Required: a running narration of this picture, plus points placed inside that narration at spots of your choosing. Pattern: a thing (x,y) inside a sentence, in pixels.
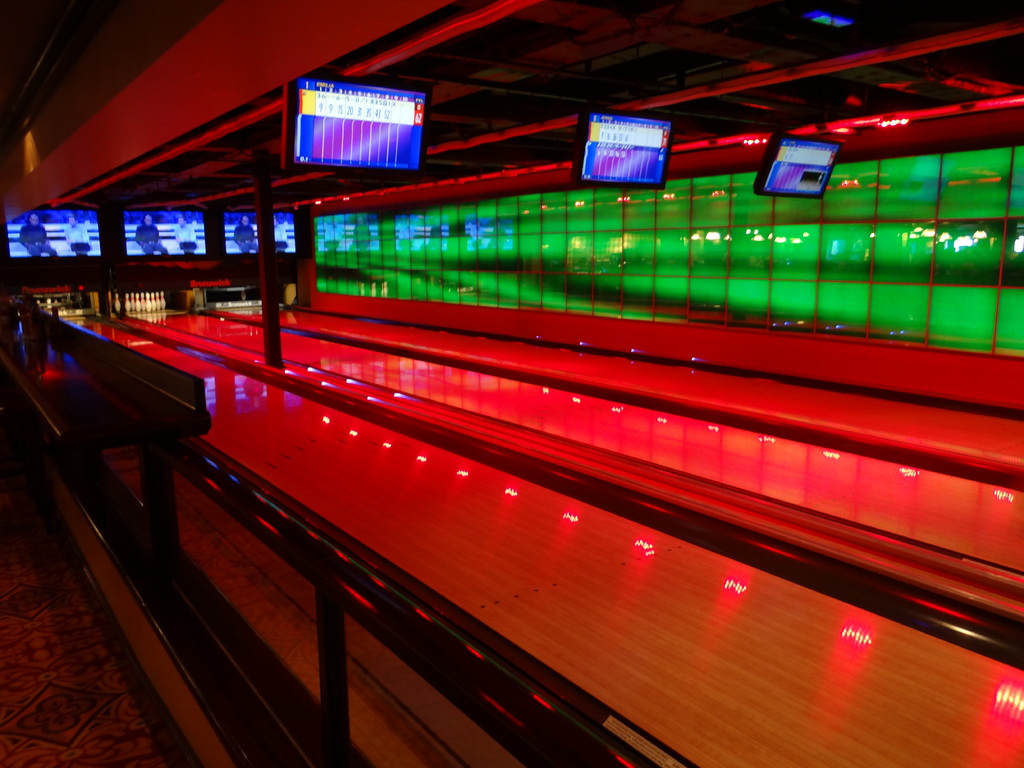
In this image we can see inside view of a building (297,218). In which we can see some televisions (782,173), wood floor (620,606) with some lights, poles (270,227). In the background (480,274), we can see some screens (225,239), objects (149,304) placed on the floor (141,314).
